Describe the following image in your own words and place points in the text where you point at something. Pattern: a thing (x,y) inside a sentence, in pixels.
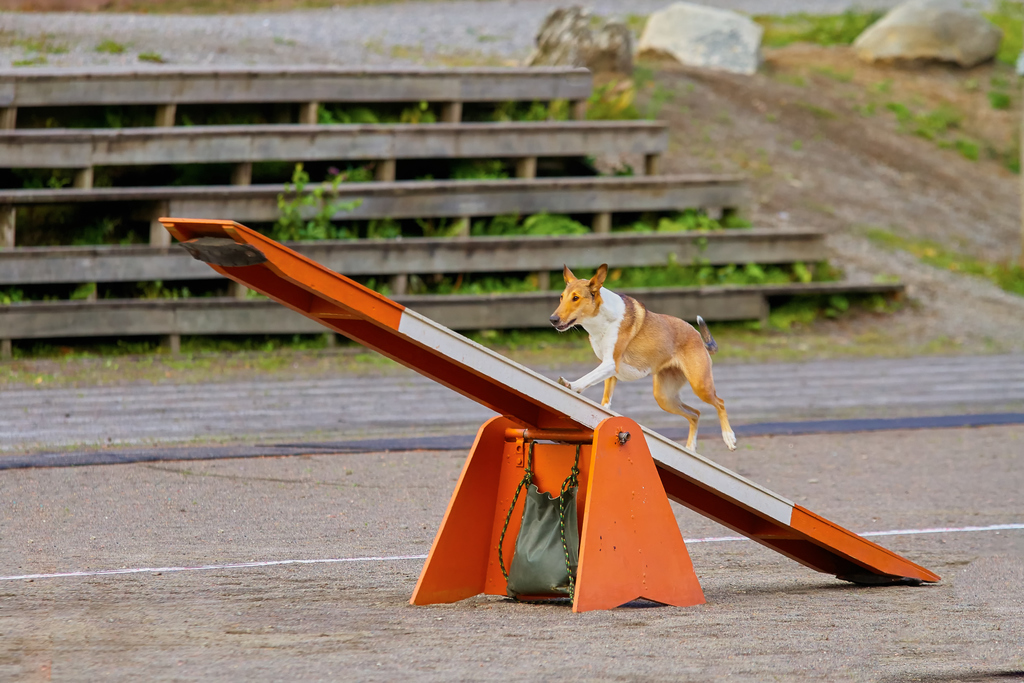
In this image there is a dog (613,334) standing on the see saw (605,565), and in the background (536,302) there are wooden benches (294,149), plants (467,289) and rocks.
